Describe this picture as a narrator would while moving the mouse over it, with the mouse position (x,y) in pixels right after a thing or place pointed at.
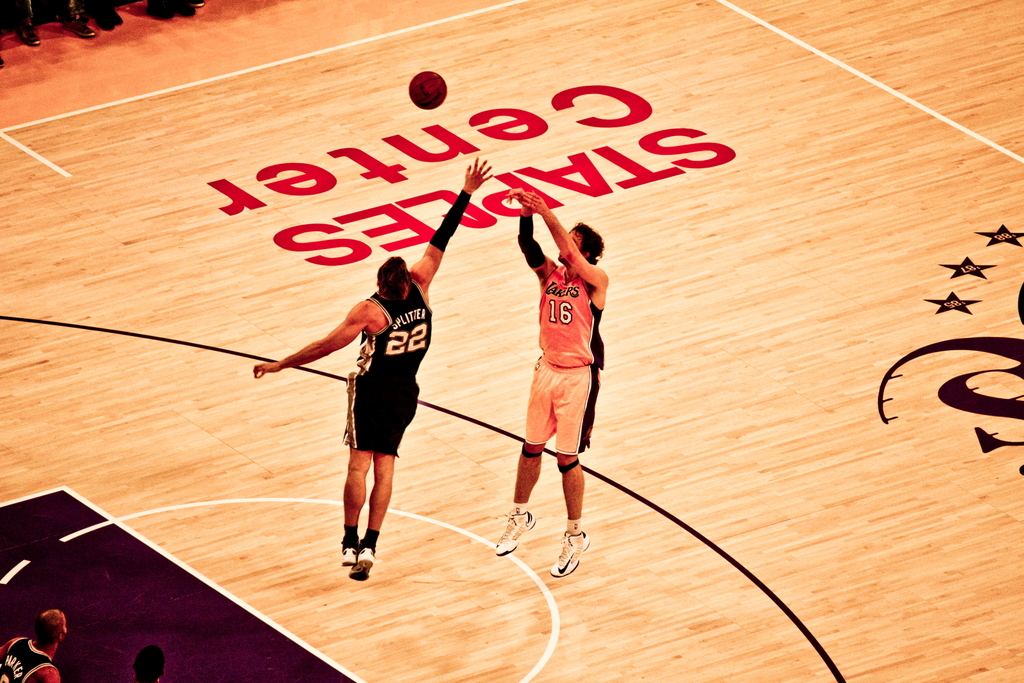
In this picture we can see a ball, two men (373,313) are in the air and some people (170,3) are on the ground (520,304).
